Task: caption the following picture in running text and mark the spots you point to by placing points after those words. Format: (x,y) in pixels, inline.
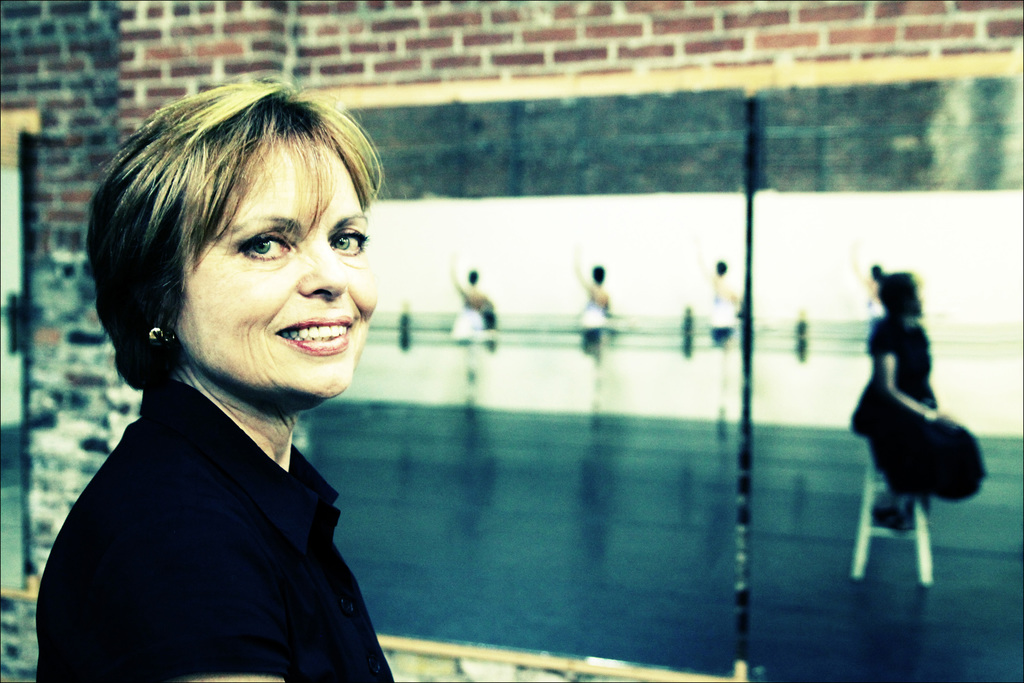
In this image there is a lady (172,642) standing beside the building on which we can see there is a board (772,447) with image of people (913,402).
